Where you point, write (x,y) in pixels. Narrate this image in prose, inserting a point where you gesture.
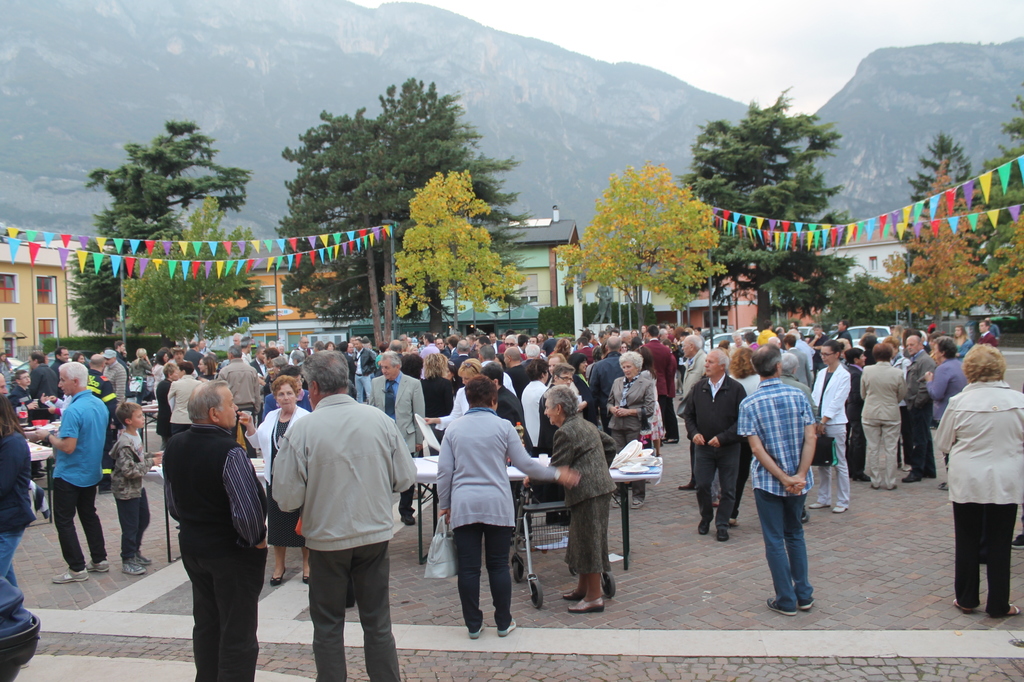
In this image, we can see a group of people (501,526), tables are on the path (720,626). Background (912,295) we can see few houses (548,250), trees (963,236), vehicles (16,371), poles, paper crafts (349,240), hills (997,152) and sky (787,20). In this image, we can see few people (844,510) are holding some objects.
